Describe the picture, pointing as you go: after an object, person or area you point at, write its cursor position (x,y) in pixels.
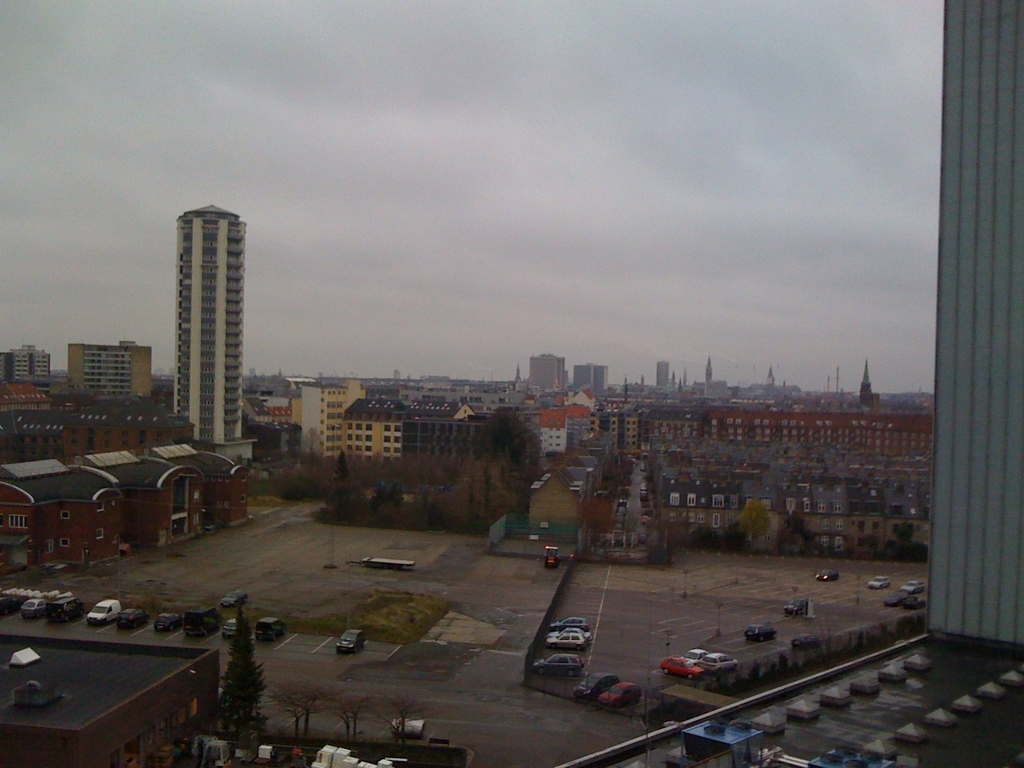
This is a picture of a city (428,430). In the foreground of the picture (741,676) there are buildings (147,669), cars (352,643) and trees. In the center of the picture (548,404) there are buildings (459,424), trees (323,477) and roads (443,564). Sky (75,34) is cloudy.
